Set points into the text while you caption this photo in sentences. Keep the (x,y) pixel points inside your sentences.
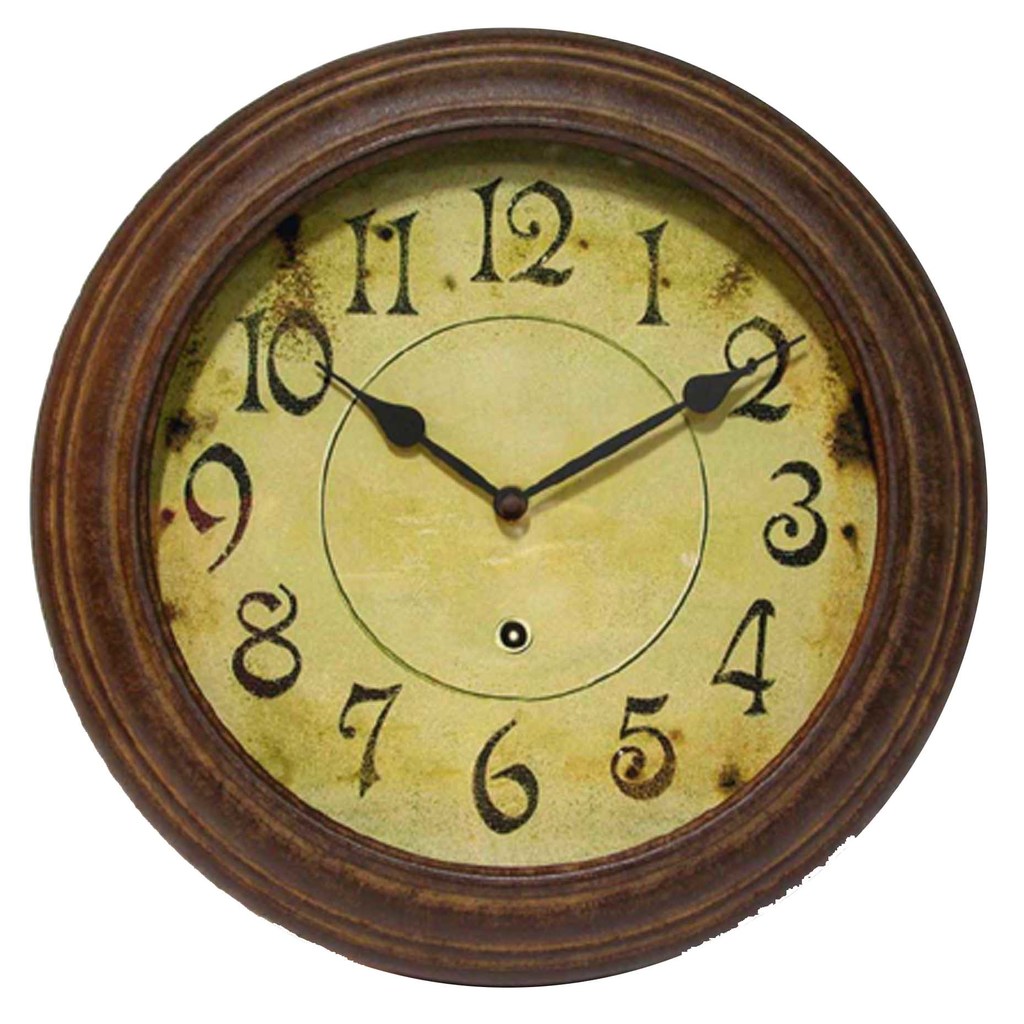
In the picture we can see a round wall clock (600,905) with a round wooden frame (173,728).
